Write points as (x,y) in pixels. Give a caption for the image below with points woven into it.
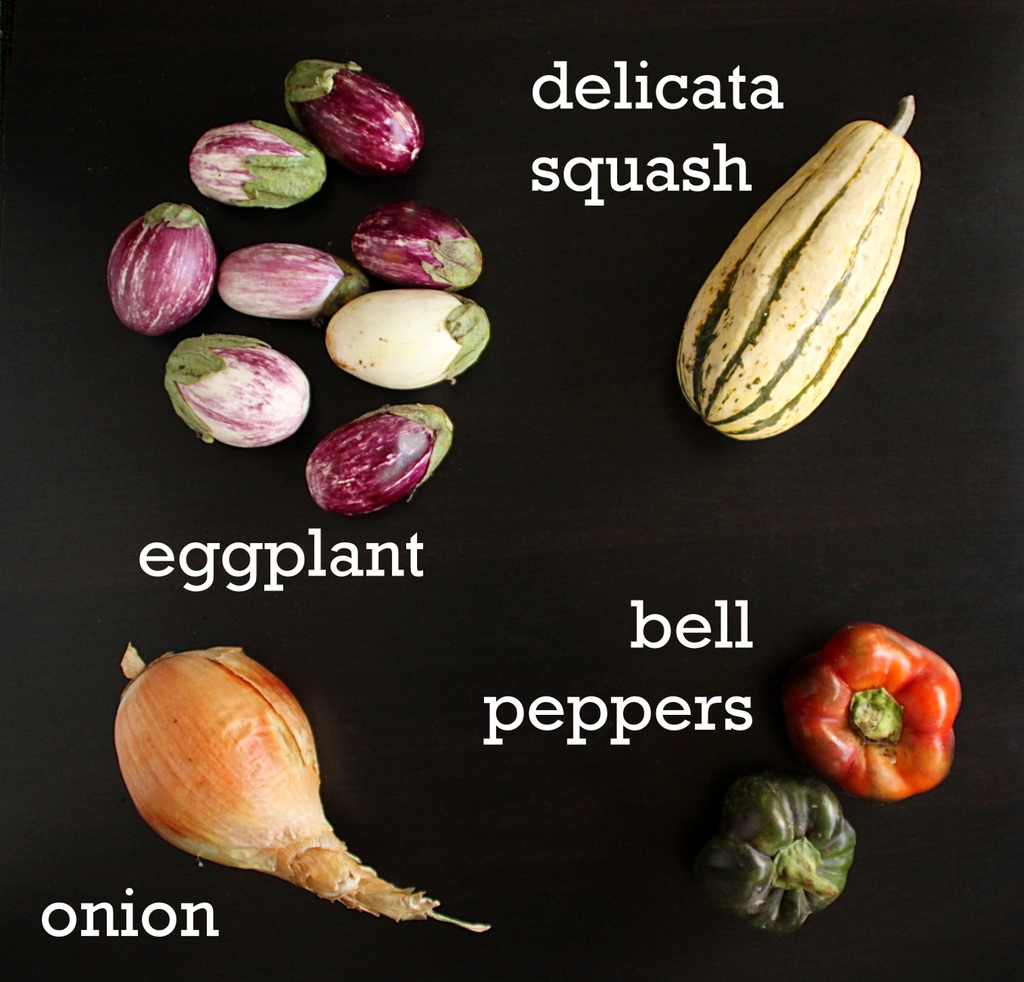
In this picture, we can see a poster (710,719) of some vegetables (743,842) and text (740,82) on it, and we can see the dark background (49,778).
